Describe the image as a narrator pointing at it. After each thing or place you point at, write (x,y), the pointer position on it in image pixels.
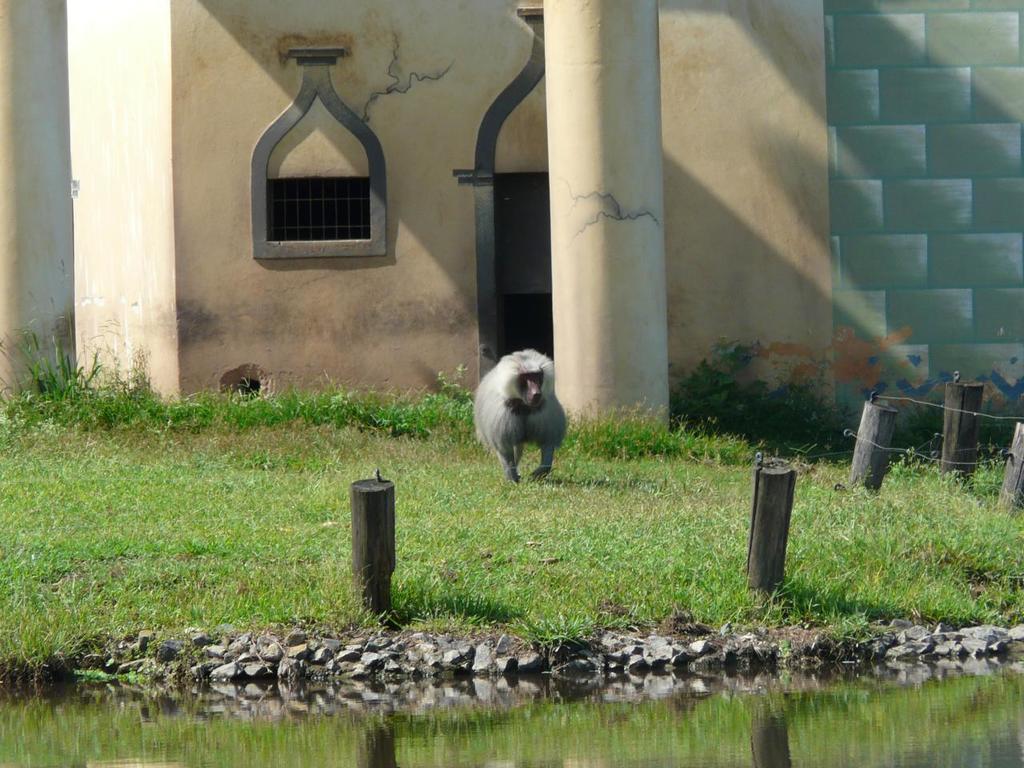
In this picture I can see there is a monkey (502,404) here and there is grass (304,531) on the floor (252,453) and there is a small pond (385,691) here. In the backdrop (505,234) there is a building (776,240) and pillars (633,134).
